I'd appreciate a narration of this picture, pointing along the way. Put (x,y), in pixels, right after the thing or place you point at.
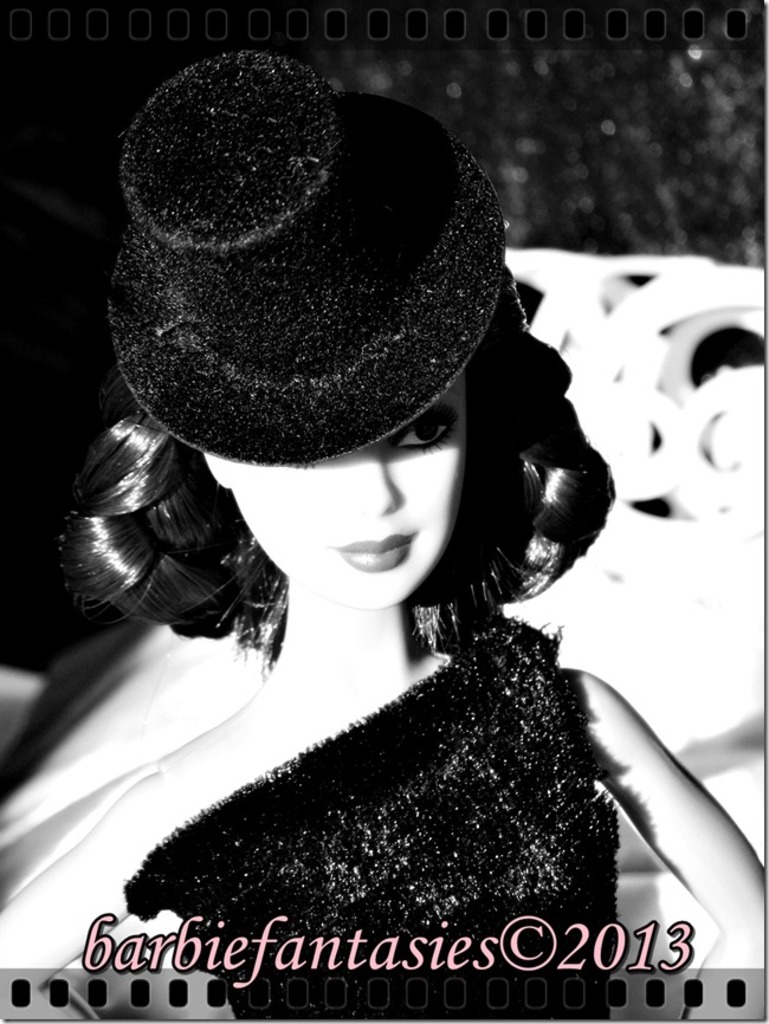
In this image I can see there is a doll (423,736) and the background of the image (732,161) is dark and blurred. There is something written at the bottom of the image (382,943).
